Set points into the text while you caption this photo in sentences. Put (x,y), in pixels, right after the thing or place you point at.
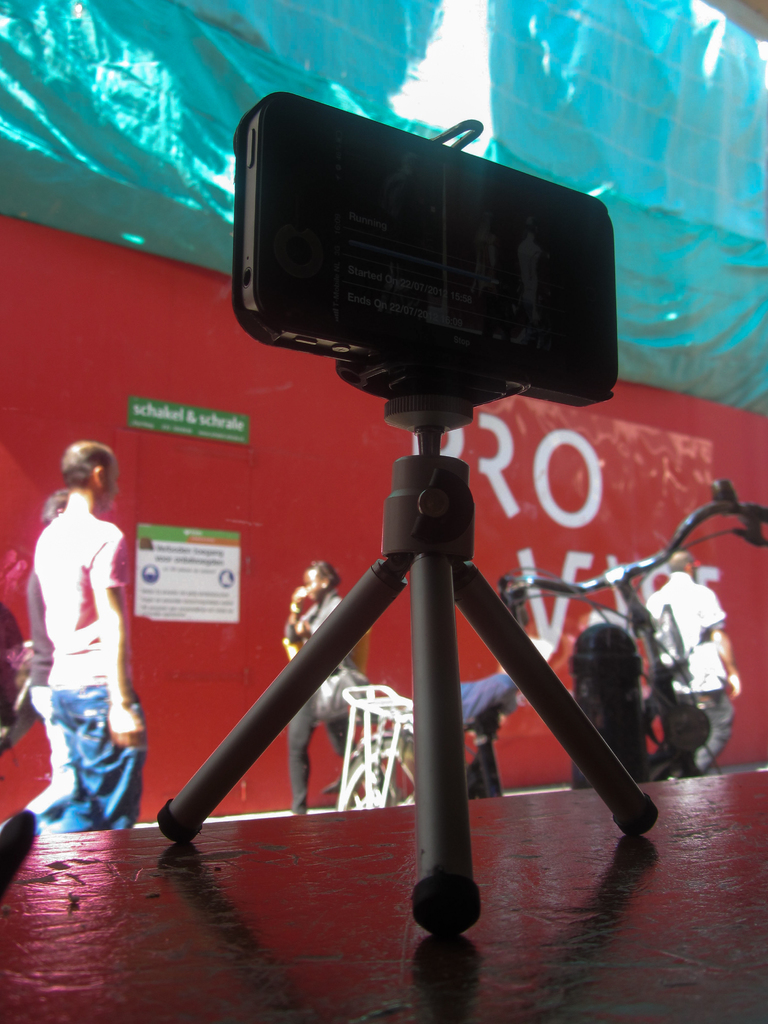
In the picture we can see some object (415,580) which is holding mobile phone (416,249) is placed on the surface (721,919), we can see a bicycle (631,584) which is parked and in the background of the picture (356,681) there are some persons (321,612) walking and there is a wall (24,597) which is red in color.
